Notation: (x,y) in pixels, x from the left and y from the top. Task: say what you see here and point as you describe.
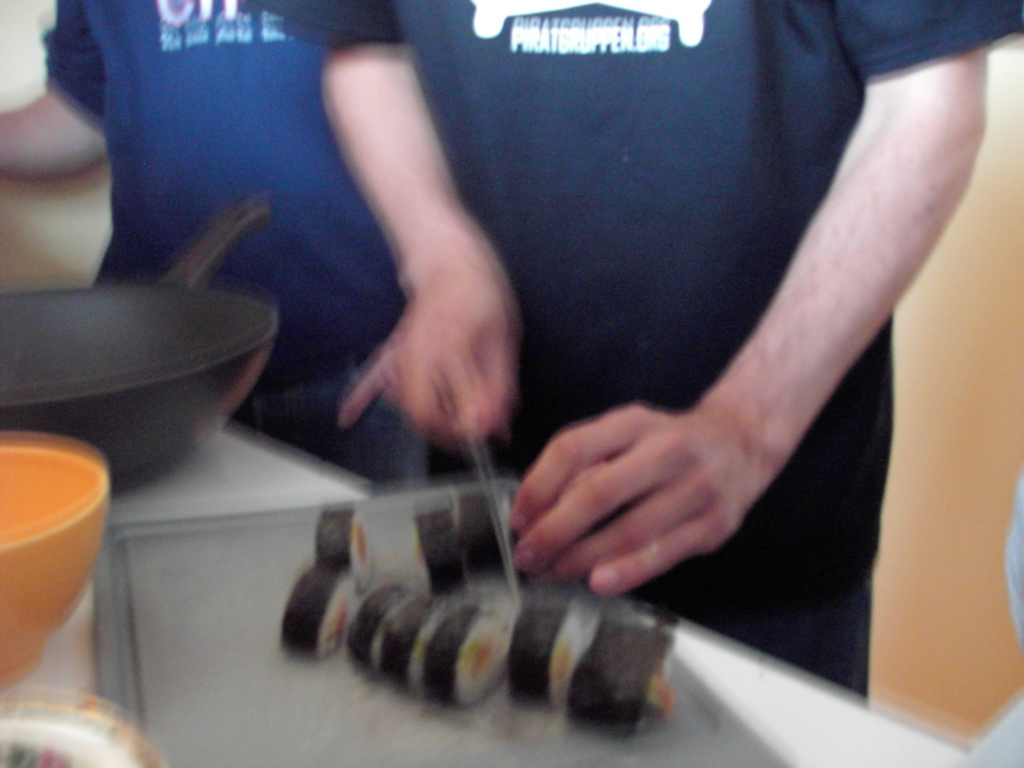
In this image we can see persons (282,279) standing on the floor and one of them is holding a knife (509,559) and cutting the sushi (540,649) into slices (527,648) placed on the tray (196,591). In addition to this we can see mixing bowls (43,600) and cooking pan (157,404) on the cabinet (213,443).
